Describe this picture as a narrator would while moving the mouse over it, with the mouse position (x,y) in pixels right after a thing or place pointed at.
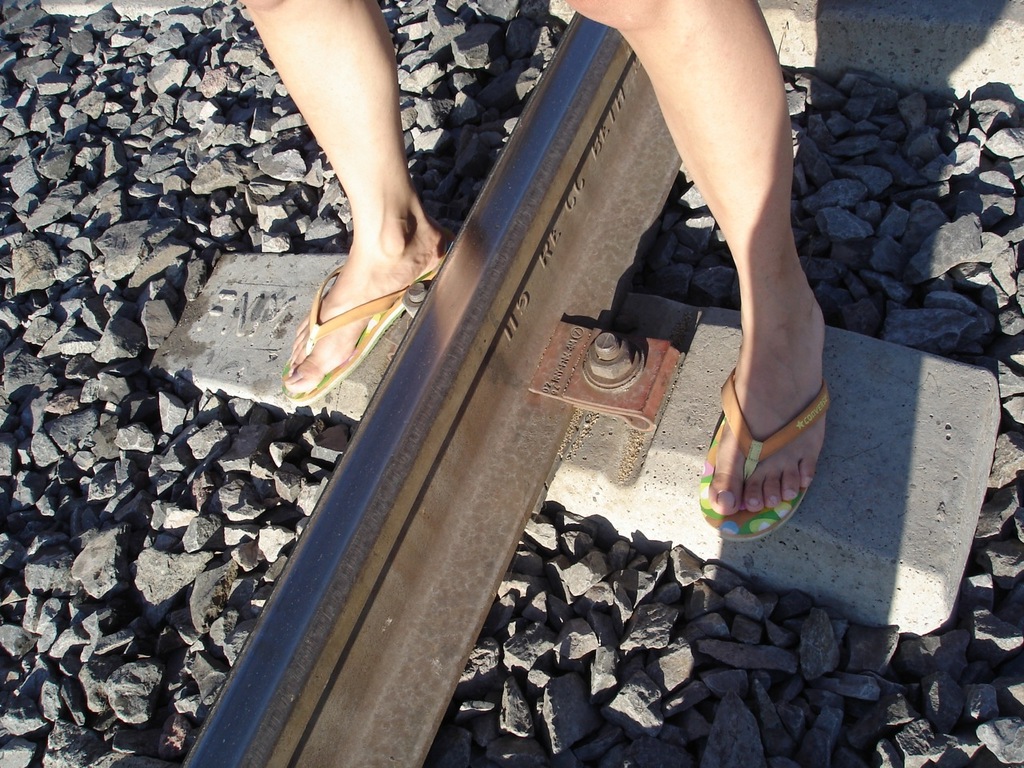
This image consists of a person (777,342) standing. At the bottom (415,531), there is a track (411,508) along with the stones (242,494). And we can see a nut (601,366) and a bolt (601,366).
